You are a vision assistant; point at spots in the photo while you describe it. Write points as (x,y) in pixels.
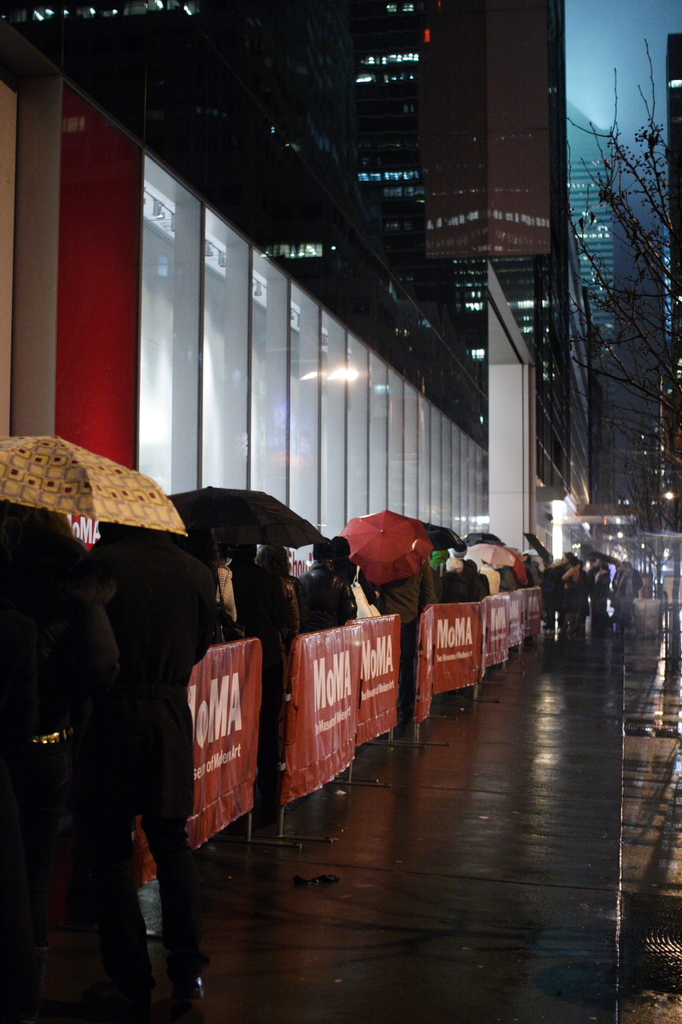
In this image few persons (560,569) are standing behind the fence (325,735) which are on the pavement (438,737). Few persons (161,608) are holding umbrellas (502,560). Background (149,366) there are few buildings (448,379). Right side (673,470) there is a tree (639,527).
